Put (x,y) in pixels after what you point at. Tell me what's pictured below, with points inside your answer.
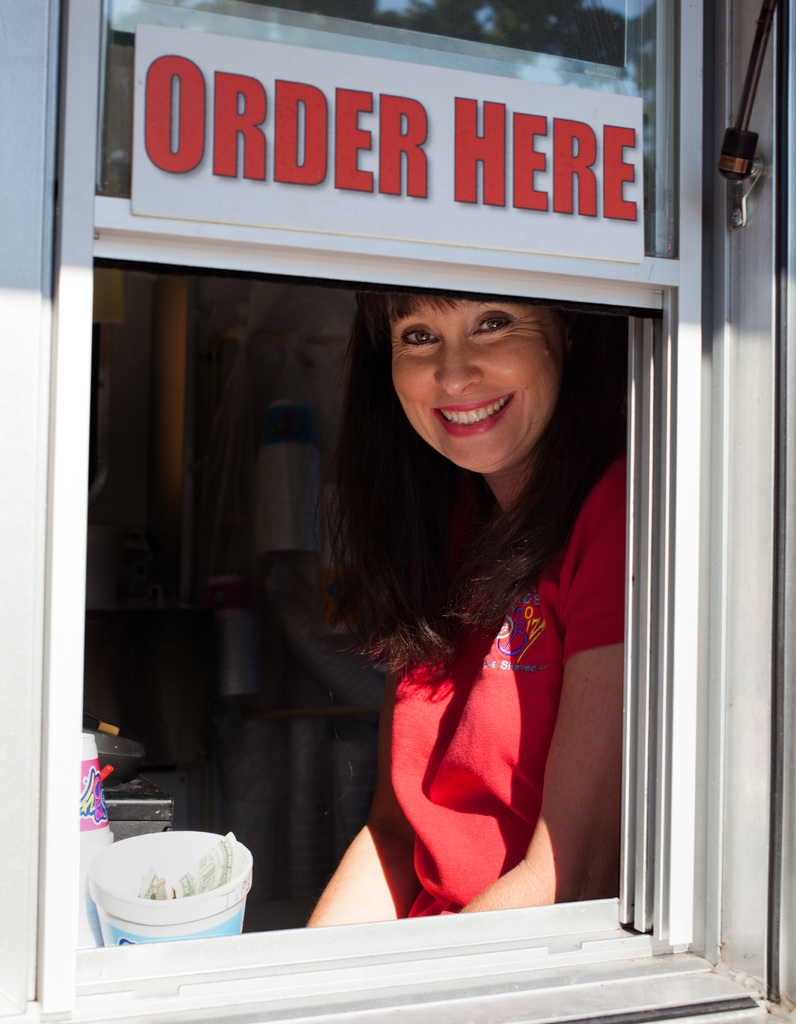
In this image there is a window (591,48) with a board (387,185), there is a person (543,487) smiling, and in the background (191,566) there are some objects (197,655).
